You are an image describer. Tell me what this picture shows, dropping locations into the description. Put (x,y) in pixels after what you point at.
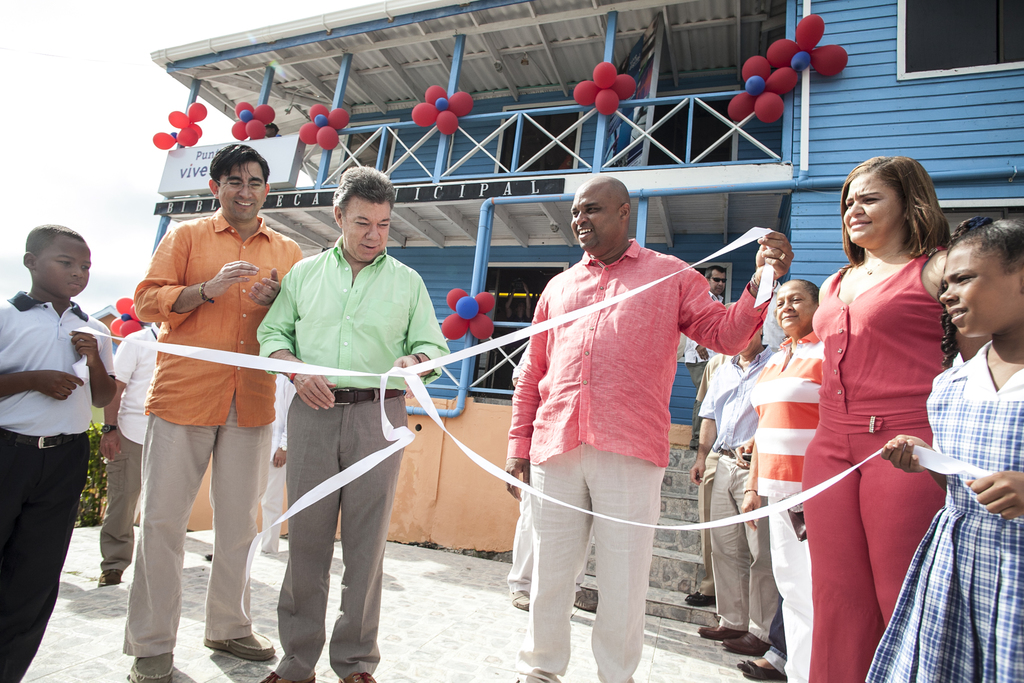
In this picture there are group of people (714,453) standing where few among them are holding a white color object (456,358) in their hands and there is a building (632,173) which is blue in color behind them.
